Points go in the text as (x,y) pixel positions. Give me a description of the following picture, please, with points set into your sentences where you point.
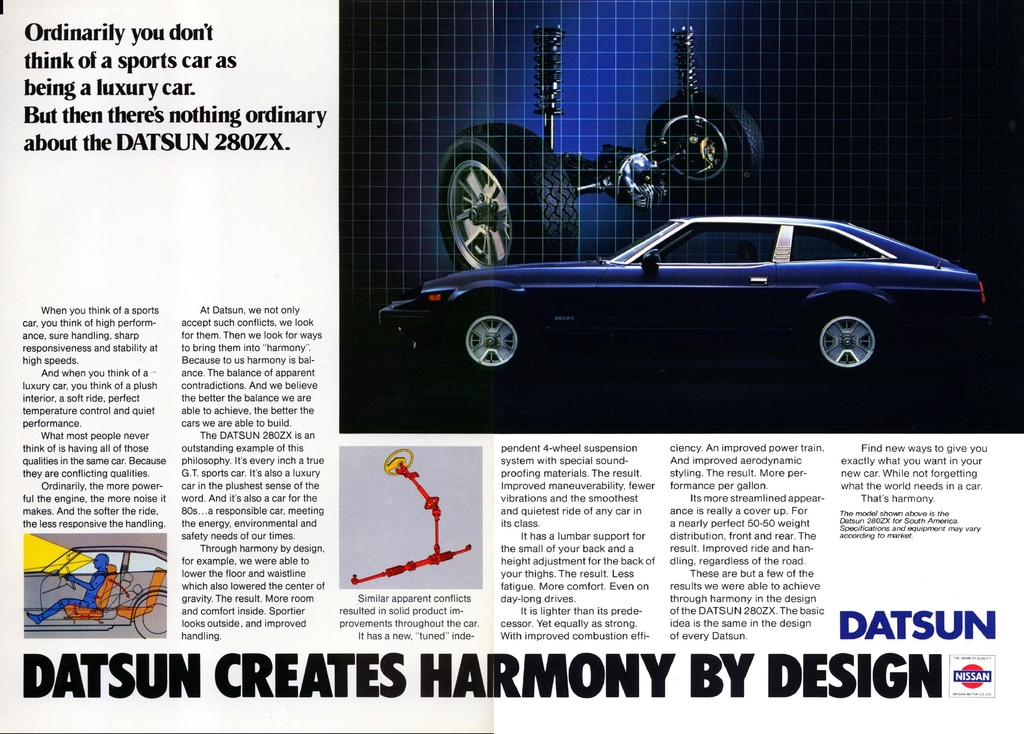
In this image we can see there is an image (590,264) of a car (571,273), beside and below this image there is some text (280,559) and other images (468,526).
